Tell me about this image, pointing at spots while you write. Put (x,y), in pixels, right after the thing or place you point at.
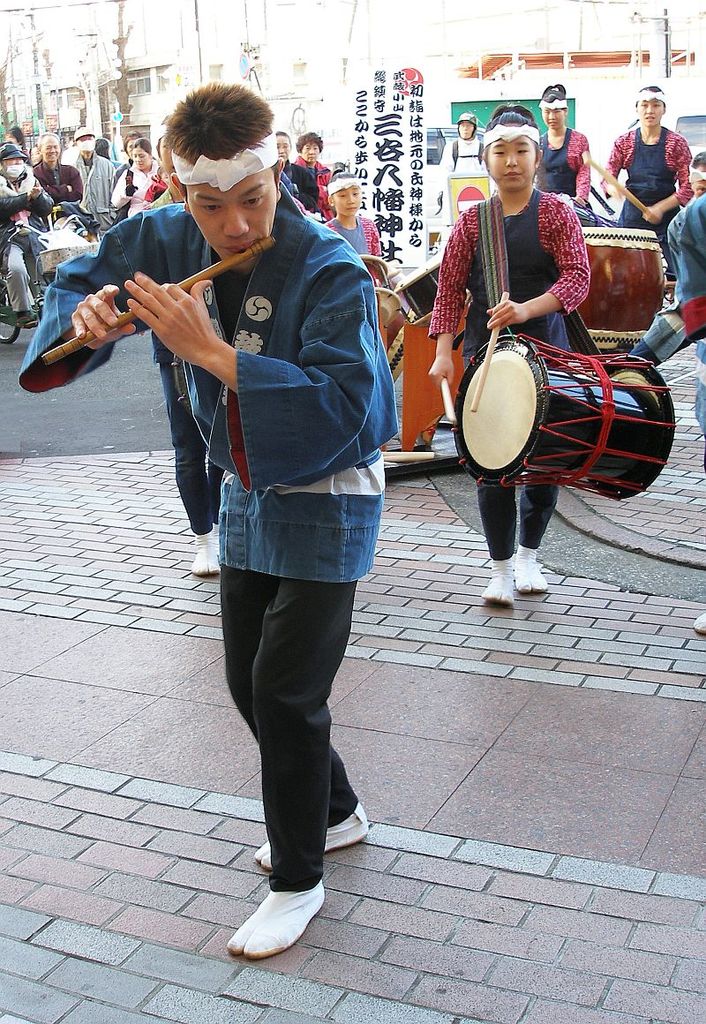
In the image there is a man (274,582) playing flute (227,258) and back side of him there are women (552,242) playing drums (559,350). it seems to be on street (610,733). On the left side (20,175) corner there are few people (90,153) and on the right side (555,60) corner there are buildings (576,93).
